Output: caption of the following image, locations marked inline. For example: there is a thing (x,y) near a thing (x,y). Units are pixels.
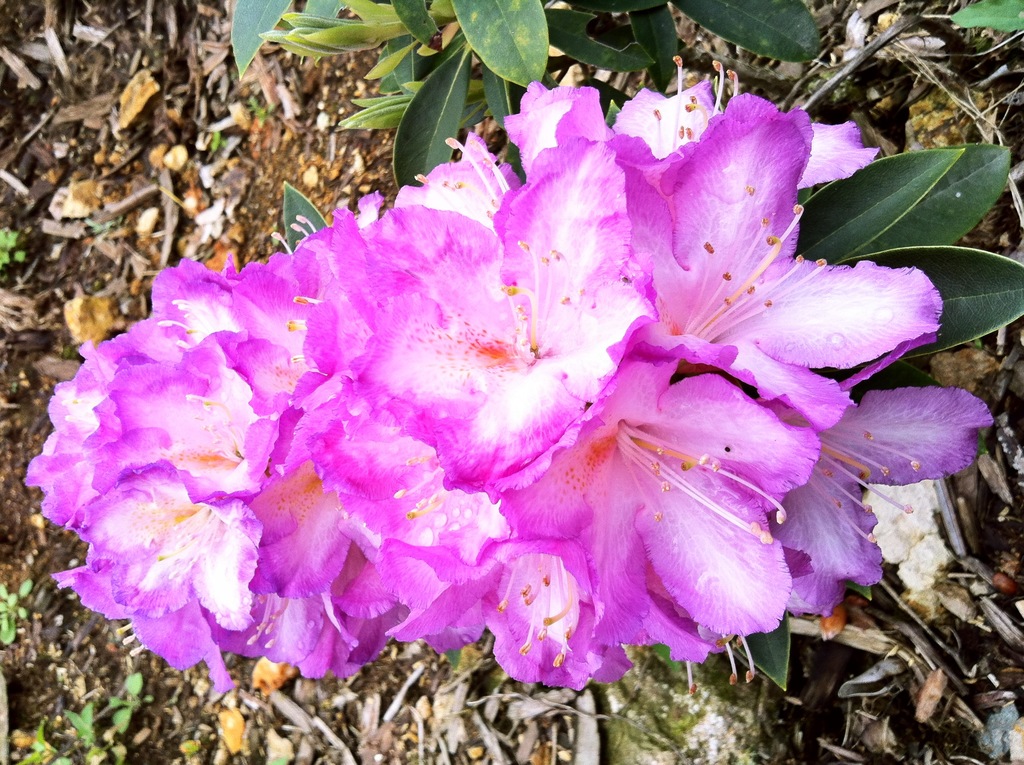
In this image, we can see some flower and there are some green color leaves (525,43), we can see some dried leaves (55,121) on the ground (697,743).
